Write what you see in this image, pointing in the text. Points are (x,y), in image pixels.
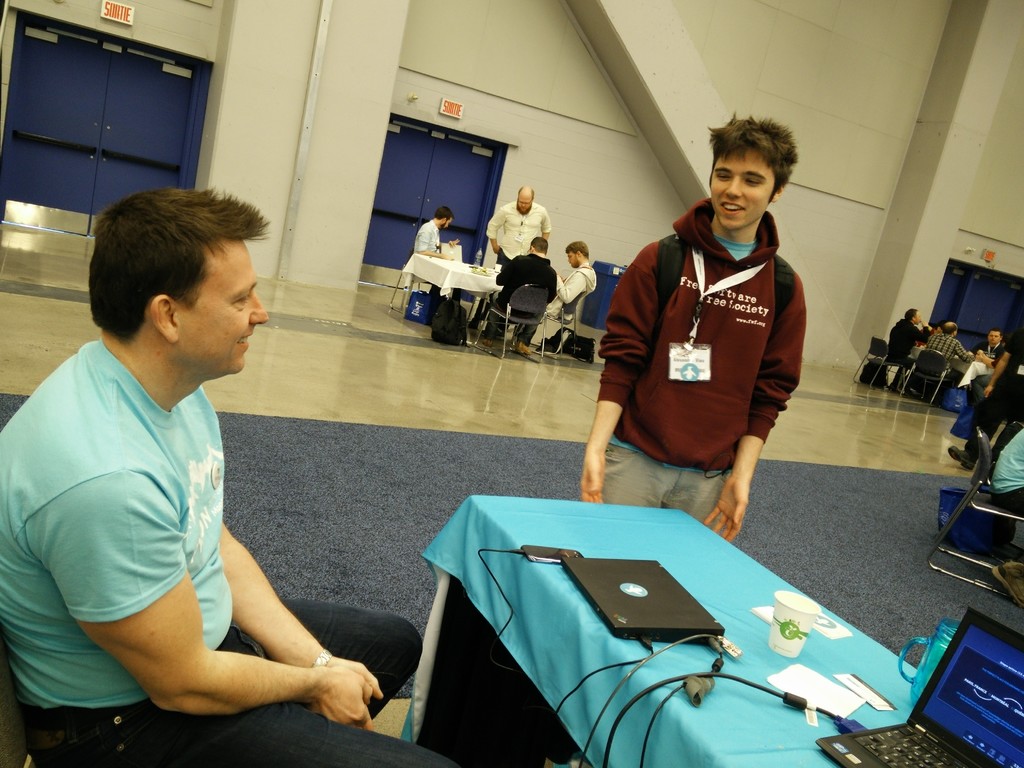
In this image there are the group of persons (956,358) sitting around the table (961,382) on the right side (988,362), on the middle (577,274) I can see there are Group of persons (531,255) sitting around the table (412,268), near the table (438,290) I can see a backpack (450,320) and there is a wall (473,72) visible and there is a gate (431,172) with blue color visible on the middle (396,278), on the middle (674,437) I can see there are the two persons (718,303) one person (712,293) standing on the floor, his wearing a brown color jacket (655,361), his mouth (725,211) is open and another person (105,404) sit in the chair (6,678) his wearing a blue color shirt (68,528) and this is smiling, in front of him there is a table (495,536), on the table (485,533) there is a blue cloth (470,528) kept on that, and there is a laptop (919,752), jar (930,656), paper (807,681) kept on the table (802,651).
